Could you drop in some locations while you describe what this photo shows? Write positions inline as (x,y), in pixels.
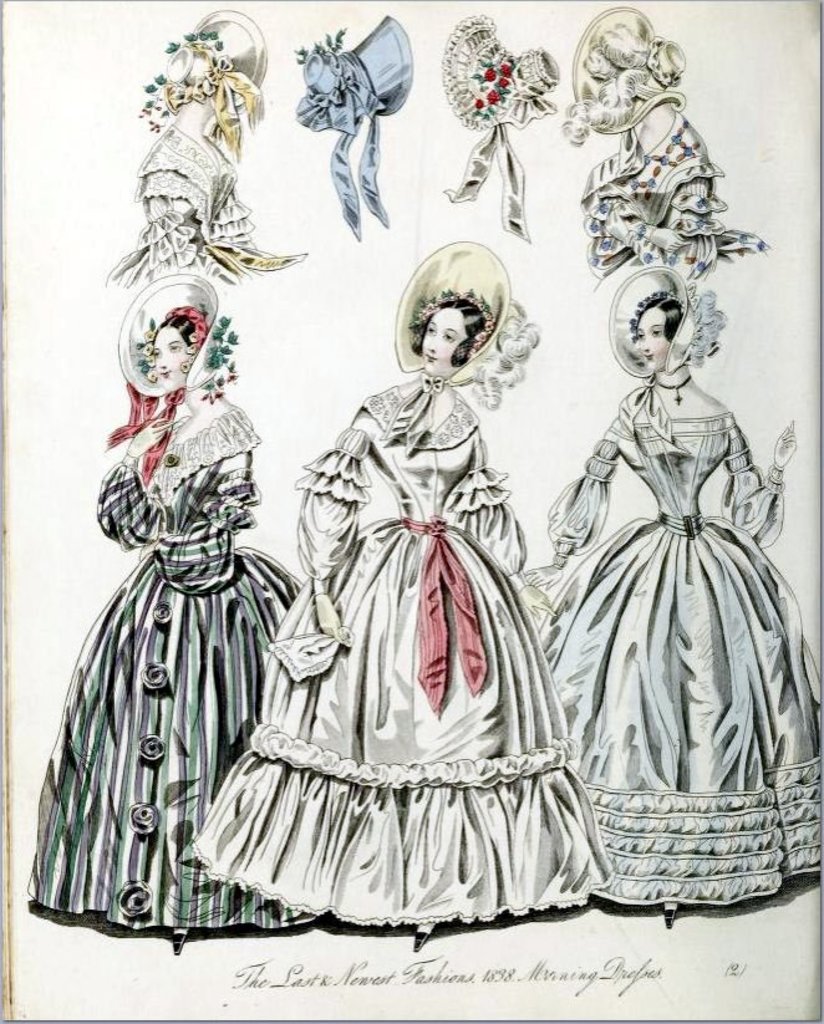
In this image we can see the pictures (447,570) of women (587,489) and hats (318,104) on the paper (365,975). At the bottom of the image (427,963) we can see some text (309,981).
